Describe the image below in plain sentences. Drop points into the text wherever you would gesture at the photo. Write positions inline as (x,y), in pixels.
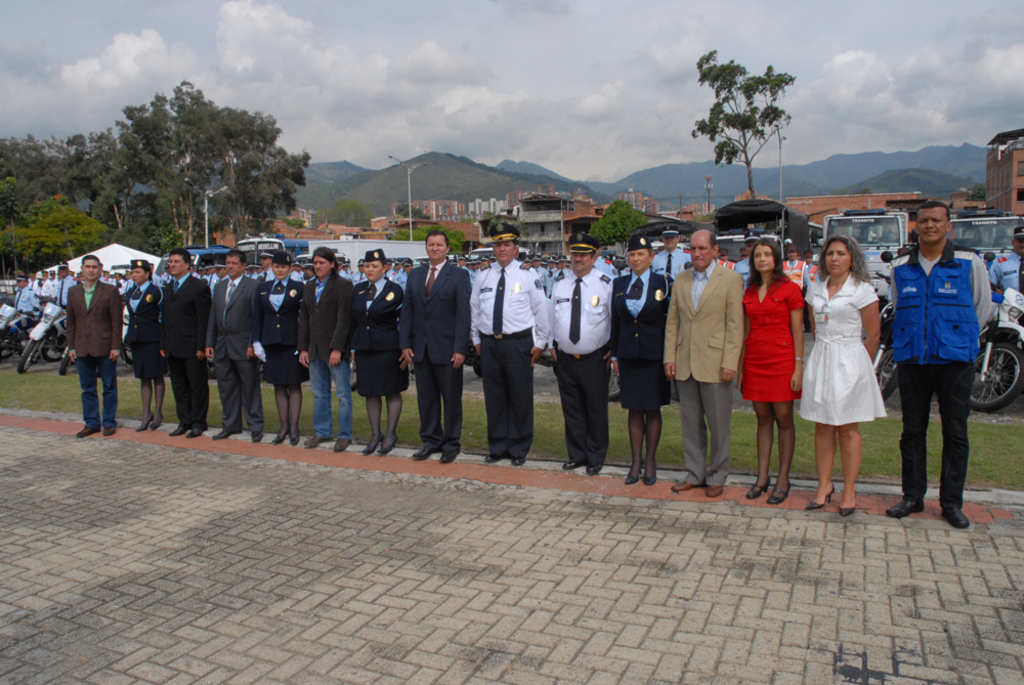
This is an outside view. In this image I can see many people (447,274) are standing on the ground (805,495) by wearing uniforms (144,317). In the background (54,344) there are some vehicles (263,242), trees (237,209) and buildings (281,226). On the top of the image (342,23) I can see the sky (271,32).
